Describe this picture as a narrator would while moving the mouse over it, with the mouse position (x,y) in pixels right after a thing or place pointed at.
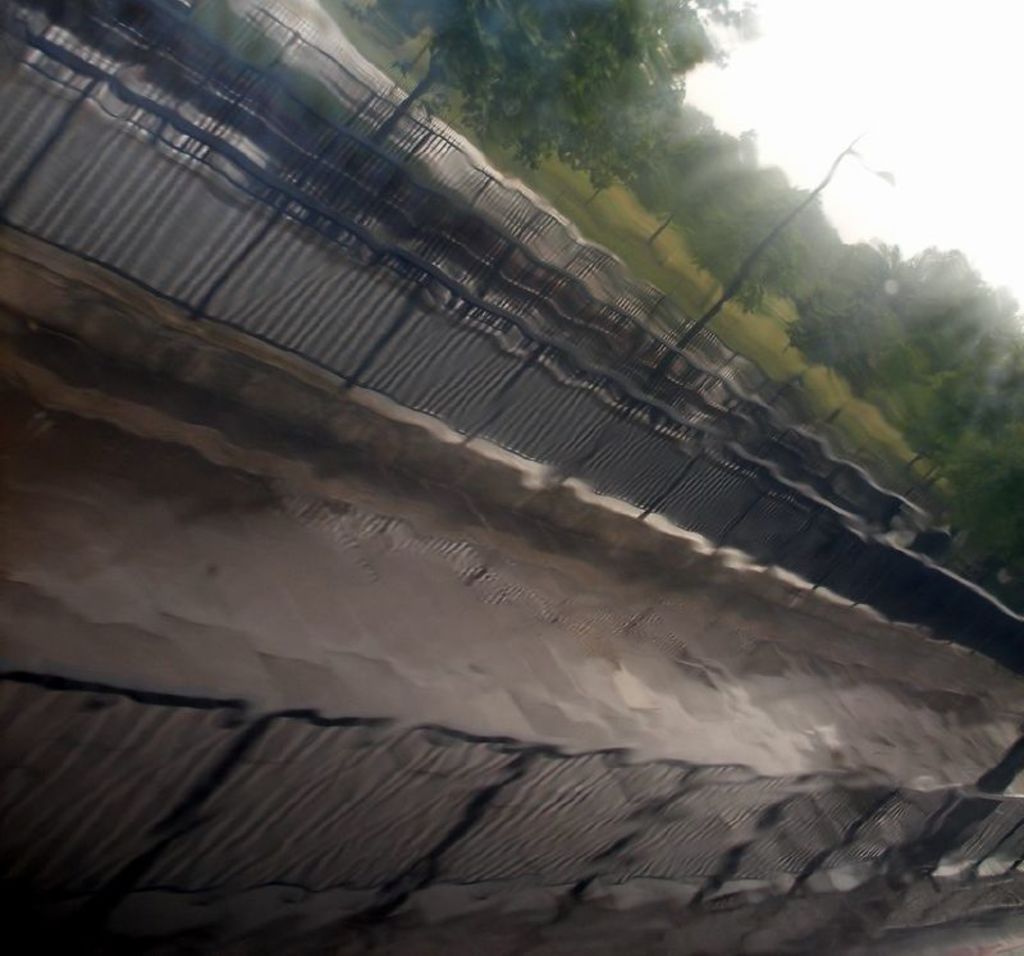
In the picture we can see a path (801,742) with railings (132,243) on the other side of the path (560,546) and in the background (763,350), we can see grass surface (729,317), plants (823,221), trees (962,424) and sky (828,206).
